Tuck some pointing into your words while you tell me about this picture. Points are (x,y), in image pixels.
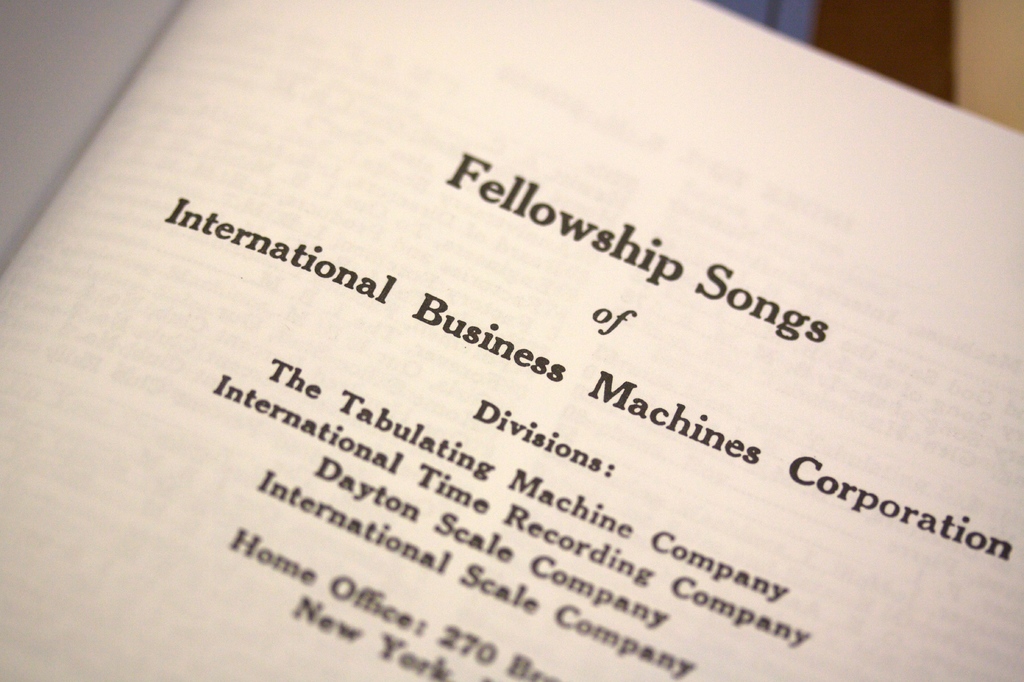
Something written on this paper (752,568). Background (896,14) it is blur.
